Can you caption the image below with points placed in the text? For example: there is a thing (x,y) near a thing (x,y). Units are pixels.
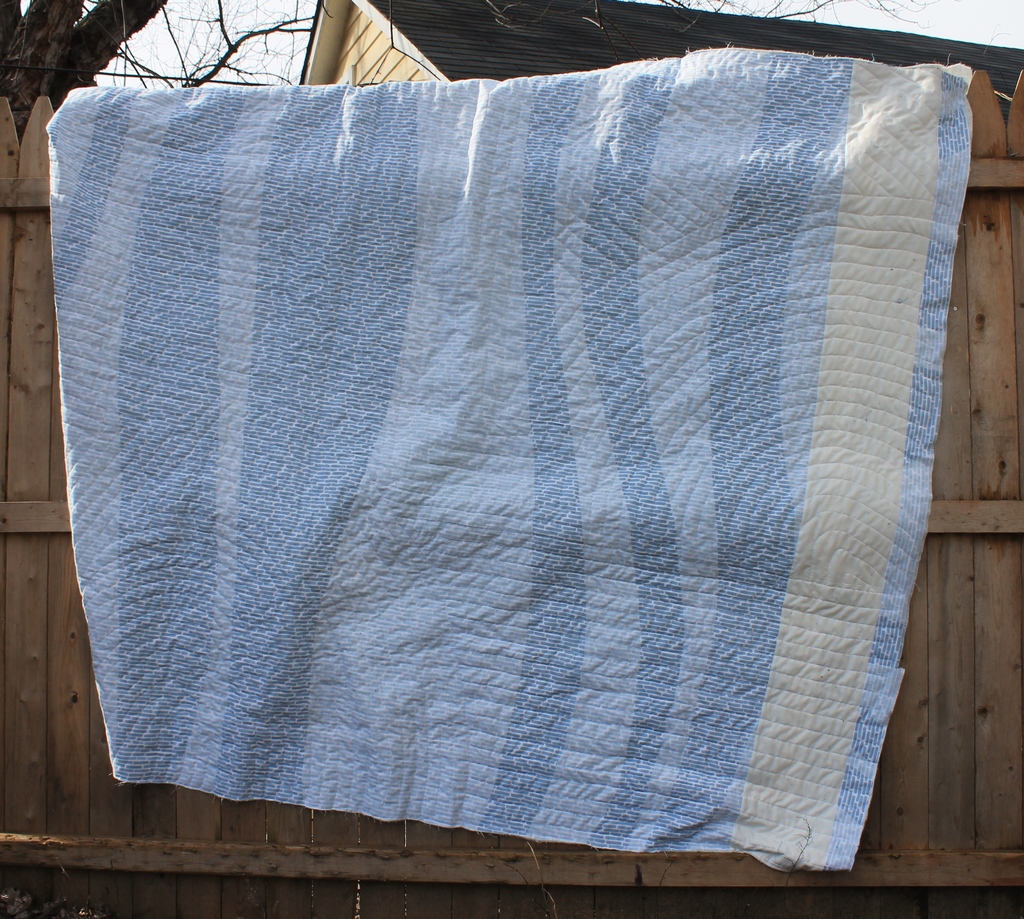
There is blue color cloth (512,407) placed on a wooden fence wall (66,580).
